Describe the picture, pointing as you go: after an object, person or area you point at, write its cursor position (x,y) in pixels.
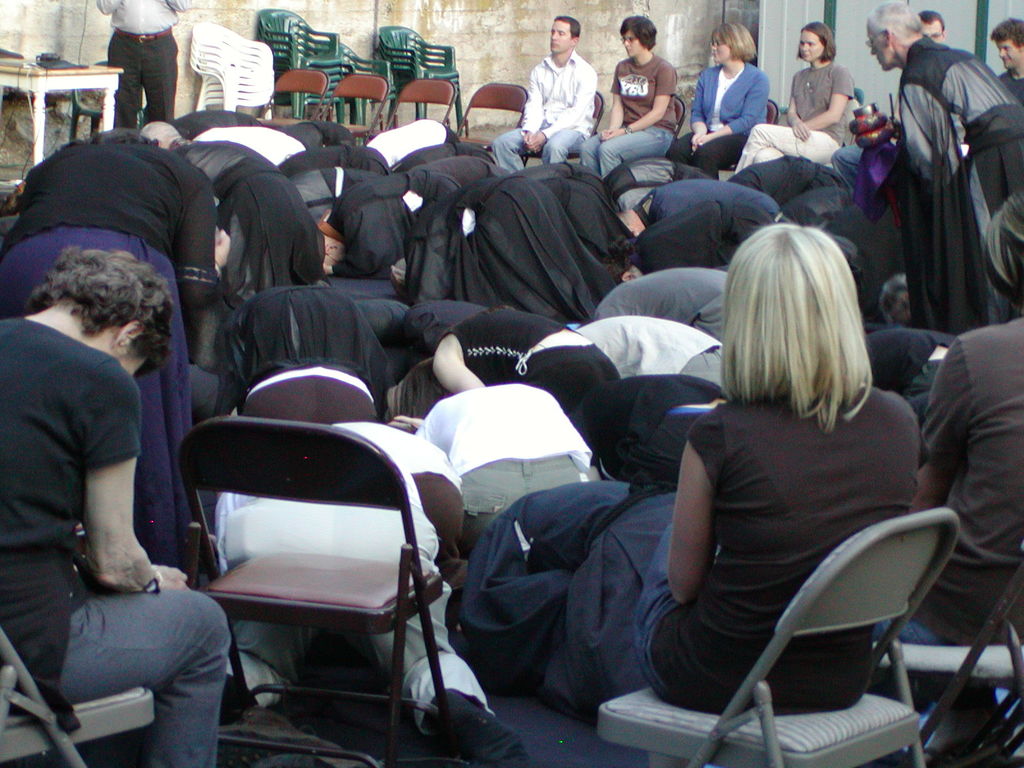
In this picture there are group of people (392,517) where few among them are sitting in chairs (766,649) and the remaining are sitting on their knees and there are some other objects (332,44) in the background (305,45).
